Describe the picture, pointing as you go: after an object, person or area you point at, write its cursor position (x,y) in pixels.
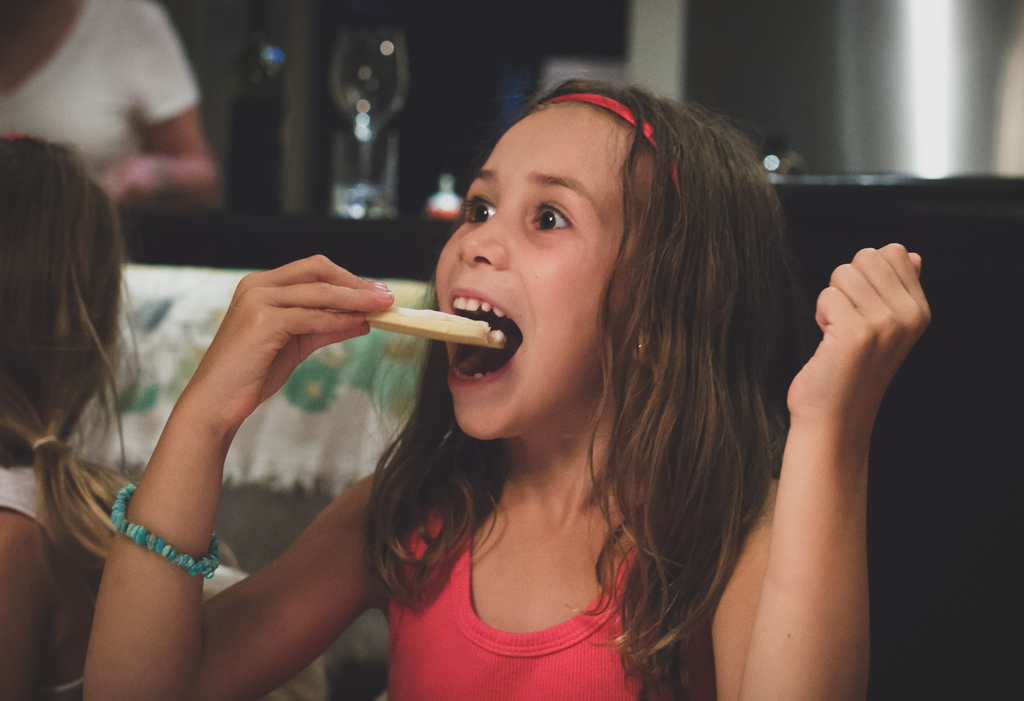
There is a kid (599,479) kept her mouth (502,372) opened and holding a edible (418,333) in her hand (365,321) and there is another kid (69,415) sitting beside her and there are few other objects (401,76) behind her.
